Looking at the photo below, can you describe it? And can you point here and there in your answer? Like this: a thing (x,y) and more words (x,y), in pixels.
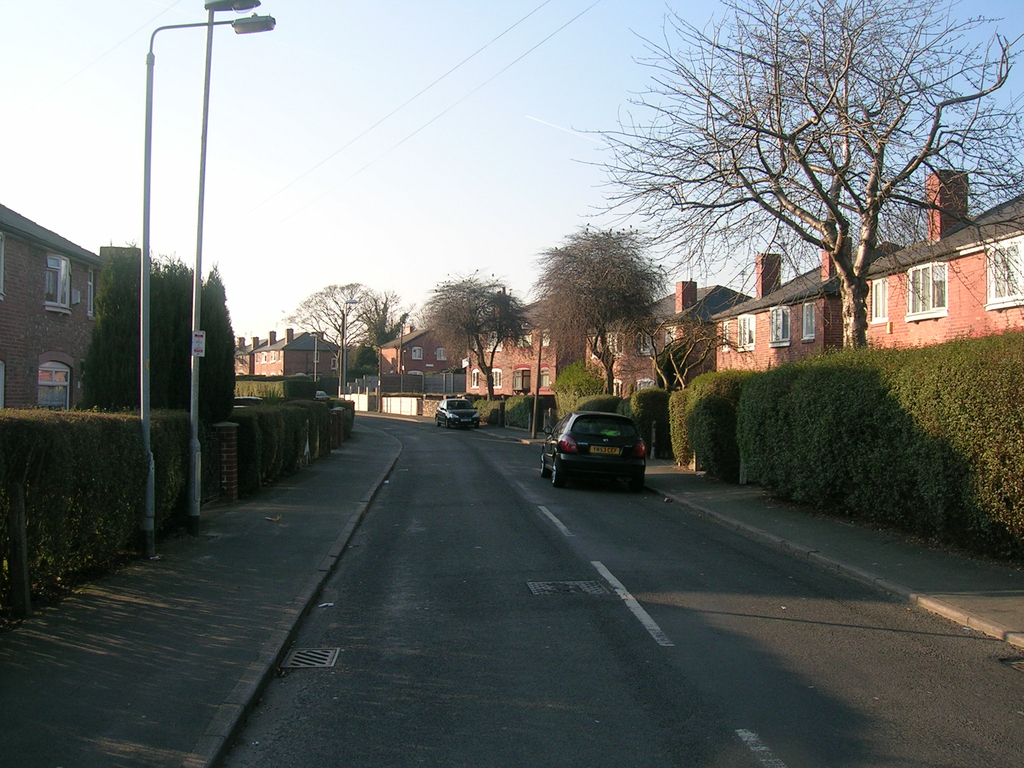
In this picture we can see few vehicles (549,454) on the road (506,510), beside to the vehicles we can find shrubs (560,393), trees (170,323), poles (209,36) and lights (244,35), and also we can see few buildings (757,320).
